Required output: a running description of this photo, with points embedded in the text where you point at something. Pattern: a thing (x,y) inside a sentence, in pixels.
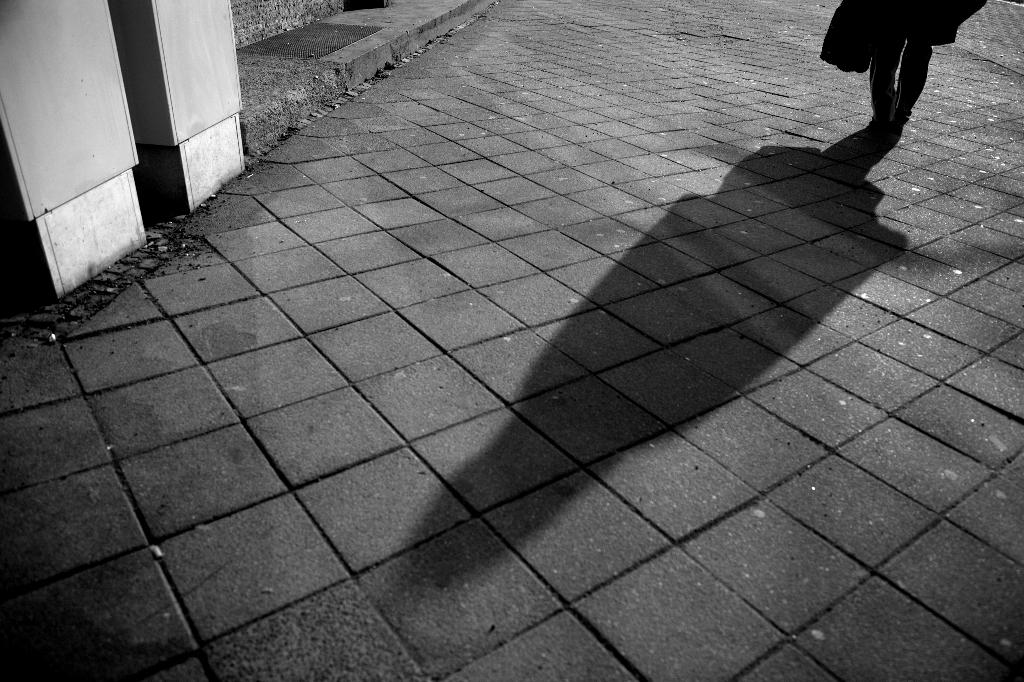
In this image we can see black and white picture of a person (892,57) standing on the ground (909,149).
